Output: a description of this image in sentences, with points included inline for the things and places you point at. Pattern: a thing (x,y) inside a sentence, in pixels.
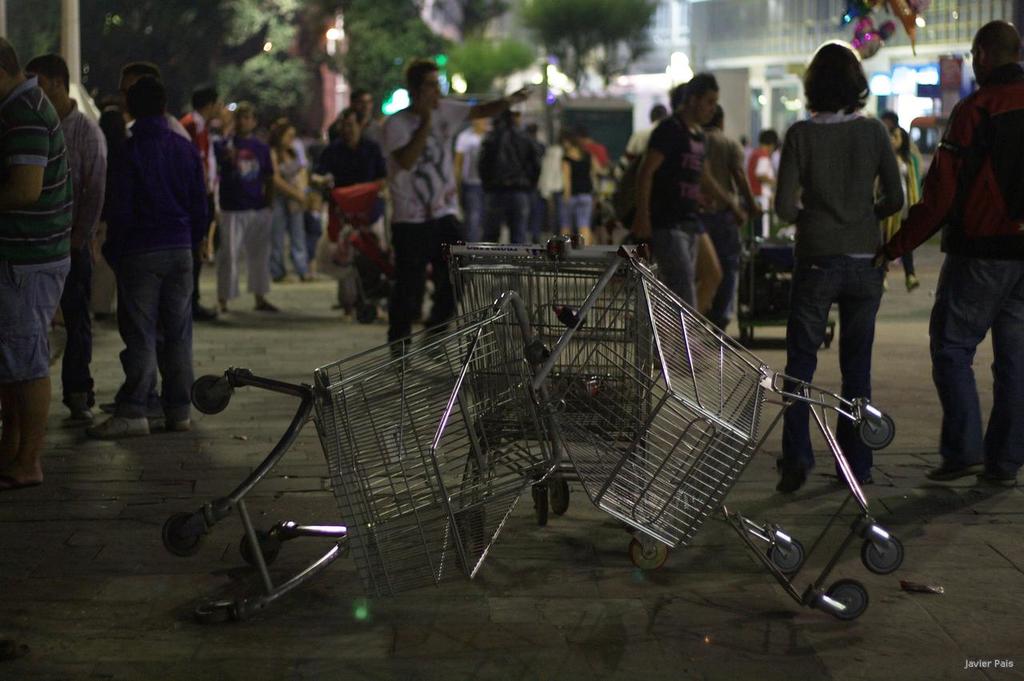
In the picture silver color shopping trolleys (474,457) on the ground (613,574). Behind there are many men (437,178) and women (570,182), standing outside the mall (806,24). Behind there is a building (725,19) and some trees (354,39).
